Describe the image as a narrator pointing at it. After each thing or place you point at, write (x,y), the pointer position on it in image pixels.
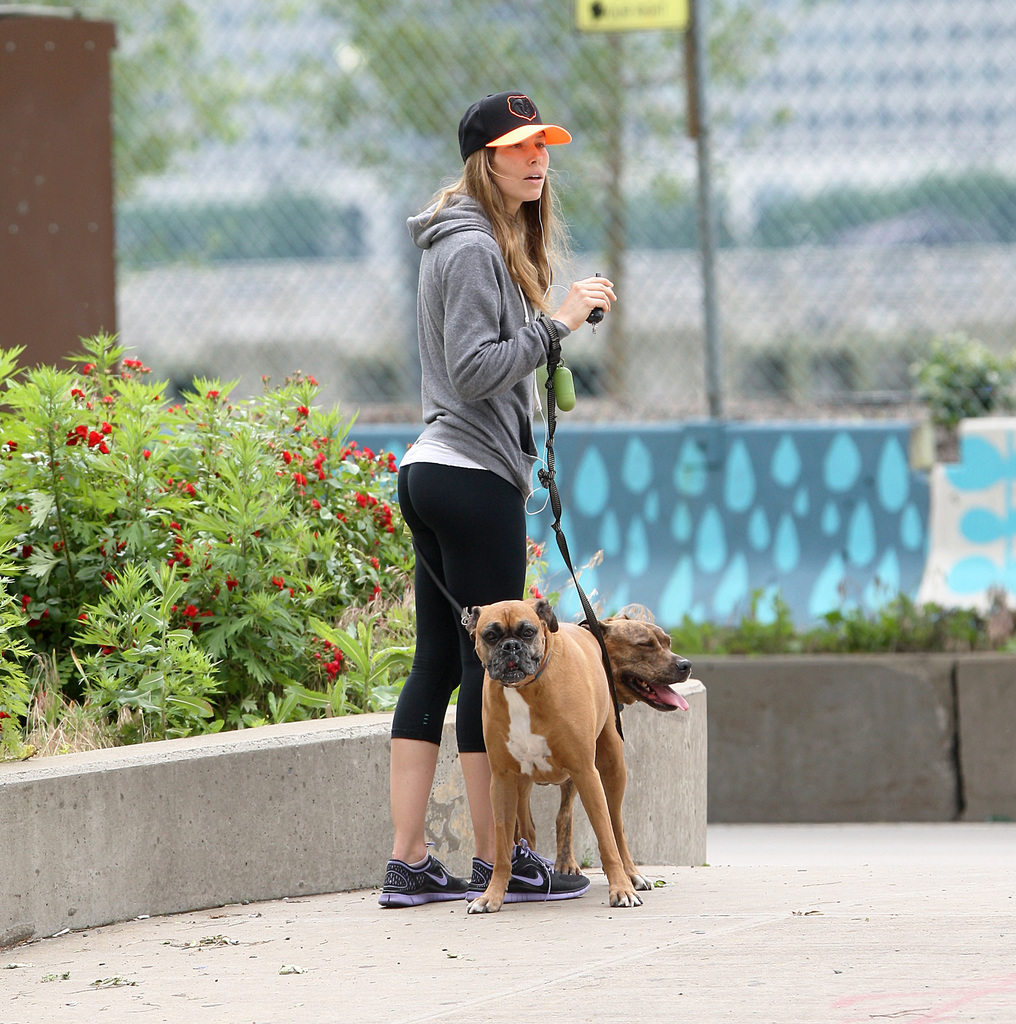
In this image in the center (462,454) there is a woman (469,423) standing and there are dogs (553,713). On the left side of the women (459,404) there are plants (155,525). In the background (762,620) there is grass (852,641) and there is a wall (742,492), on the top of the wall (822,519) there is fence (708,284) behind the fence (327,226) there are trees (432,103) and there are buildings (856,114).
